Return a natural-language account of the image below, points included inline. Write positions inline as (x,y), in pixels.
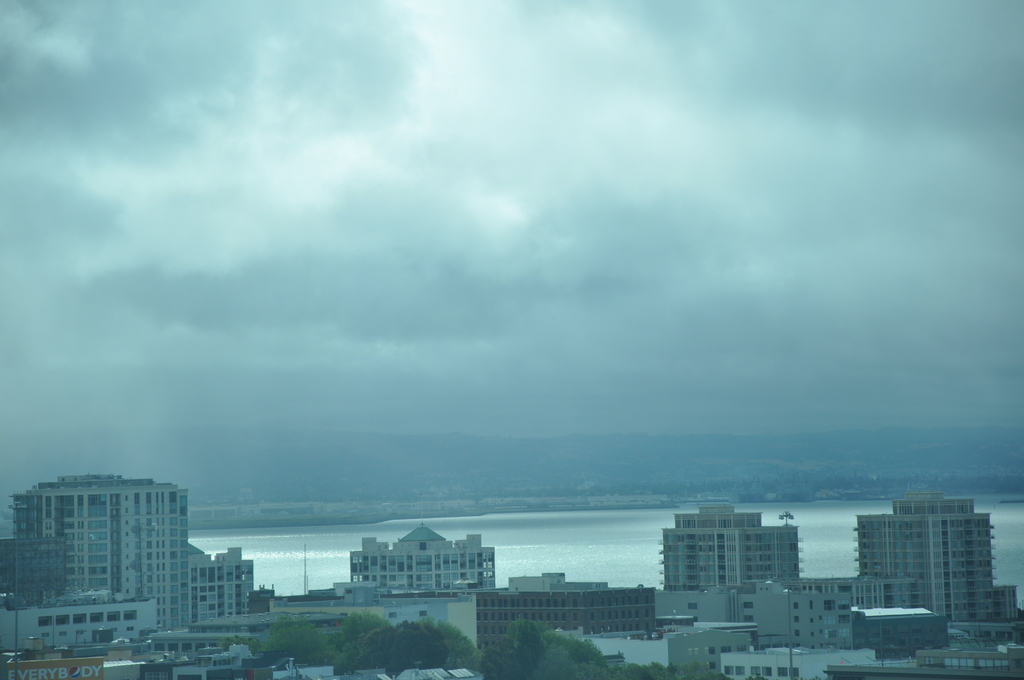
In the foreground (187,536) I can see trees (470,644), houses (220,615), buildings (252,630), boards (59,679), light poles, water (544,549) and mountains (395,440). In the background (410,412) I can see the sky (523,193). This image is taken may be near the lake (576,569).
